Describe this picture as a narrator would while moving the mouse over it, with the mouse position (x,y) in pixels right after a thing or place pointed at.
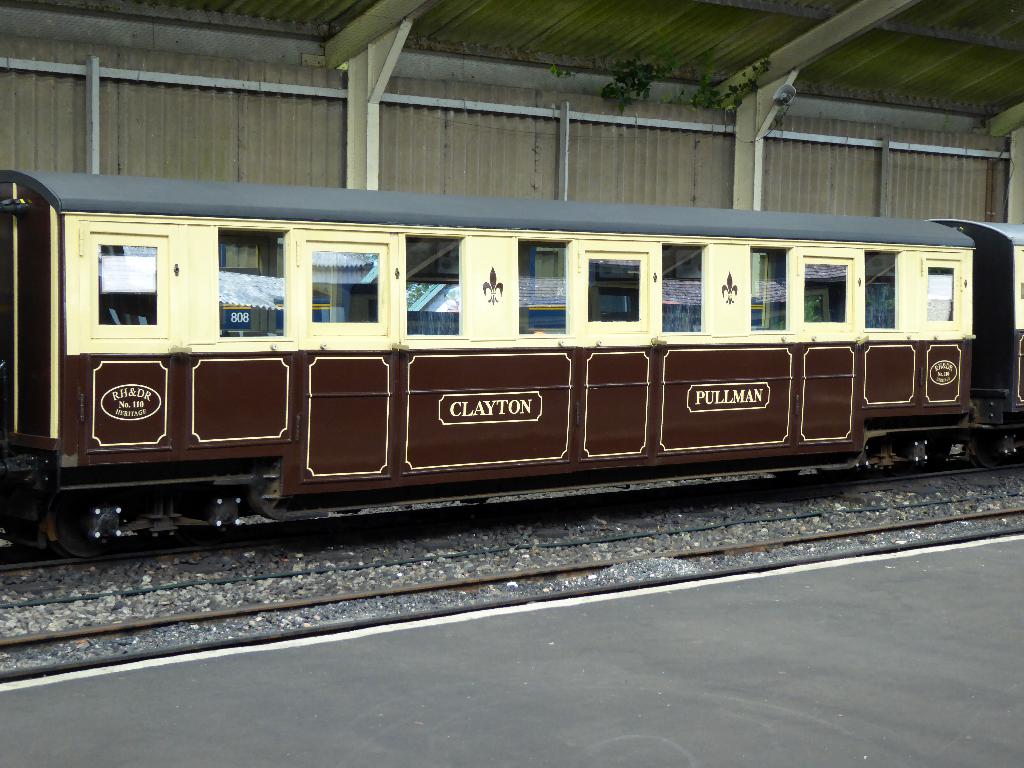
In this picture I can see two railway coaches (557,381) on the railway track (666,573), and there is a platform (646,611).
